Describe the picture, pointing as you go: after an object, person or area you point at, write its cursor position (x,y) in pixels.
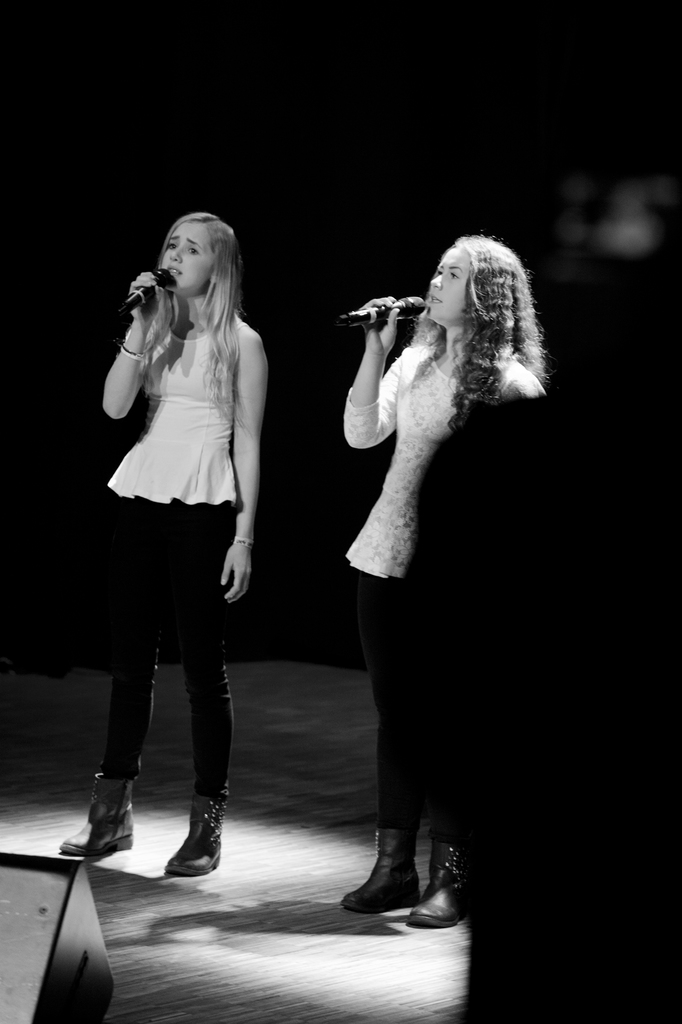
In this image I can see two women (424,911) are standing and I can see both of them are holding mics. I can also see this image is black and white in colour.
